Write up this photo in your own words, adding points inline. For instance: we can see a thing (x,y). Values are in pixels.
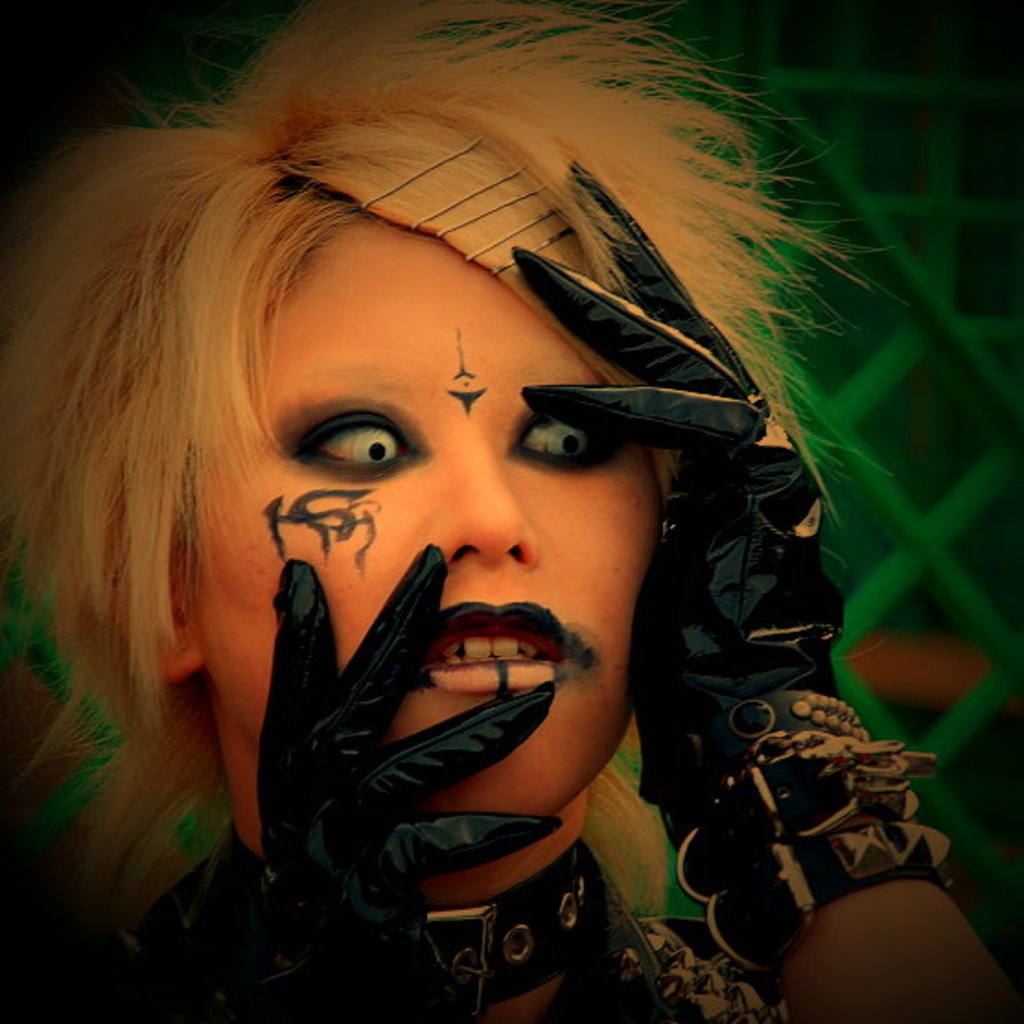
In this image we can see a woman (429,655) wearing gloves (679,587), hairpins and a neck belt (591,874).
